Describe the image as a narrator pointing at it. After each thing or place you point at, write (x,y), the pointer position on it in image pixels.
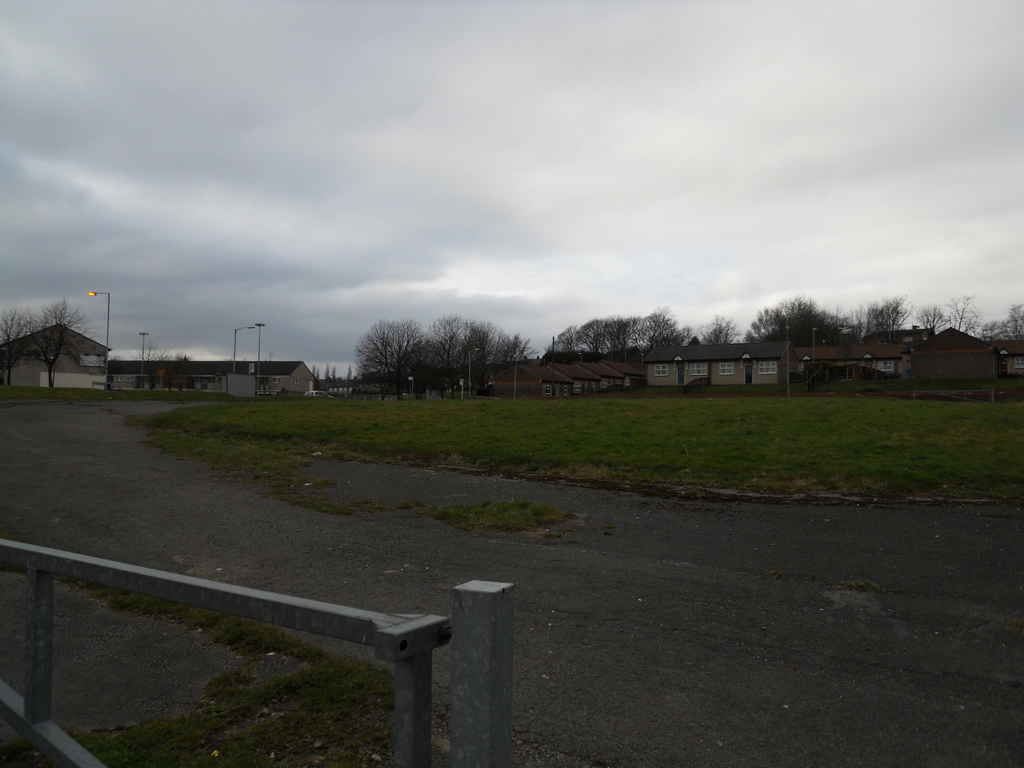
In the image we can see there is a road (65,403) and there is ground (553,442) covered with grass (647,407). There are street light poles (108,381) and there are lot of trees (441,345). Behind there are buildings (274,370) and there is a cloudy sky (450,193).
